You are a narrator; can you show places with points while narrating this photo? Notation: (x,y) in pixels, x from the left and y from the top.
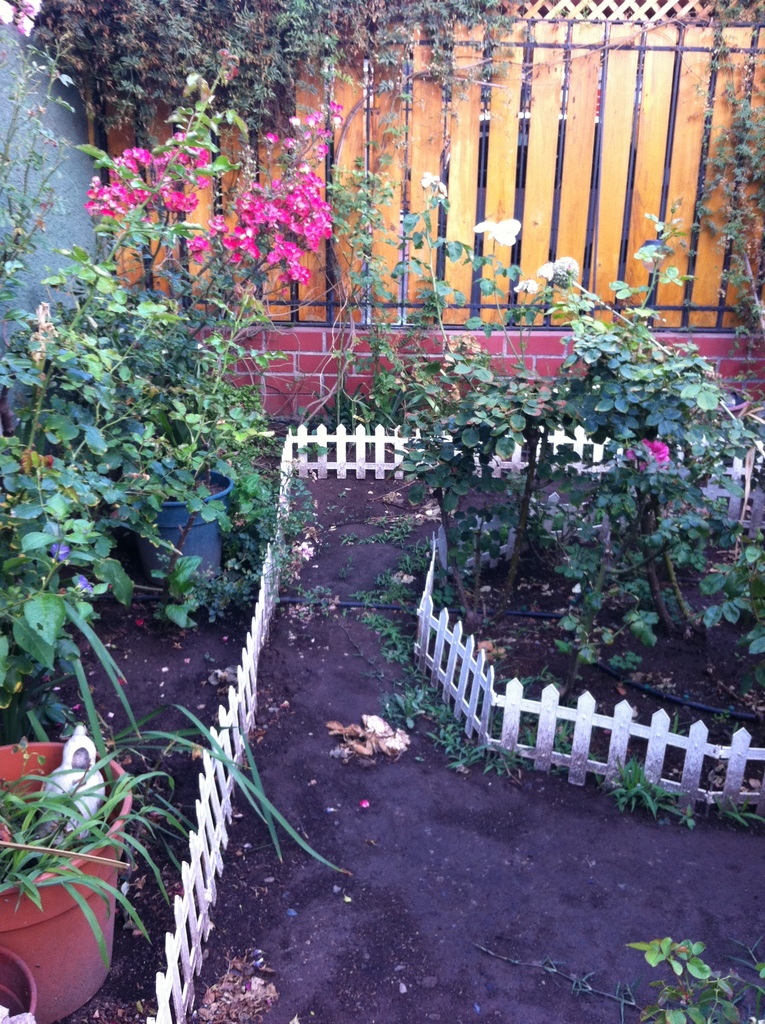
In the image we can see some plants (121,211) and fencing (579,73) and wall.
